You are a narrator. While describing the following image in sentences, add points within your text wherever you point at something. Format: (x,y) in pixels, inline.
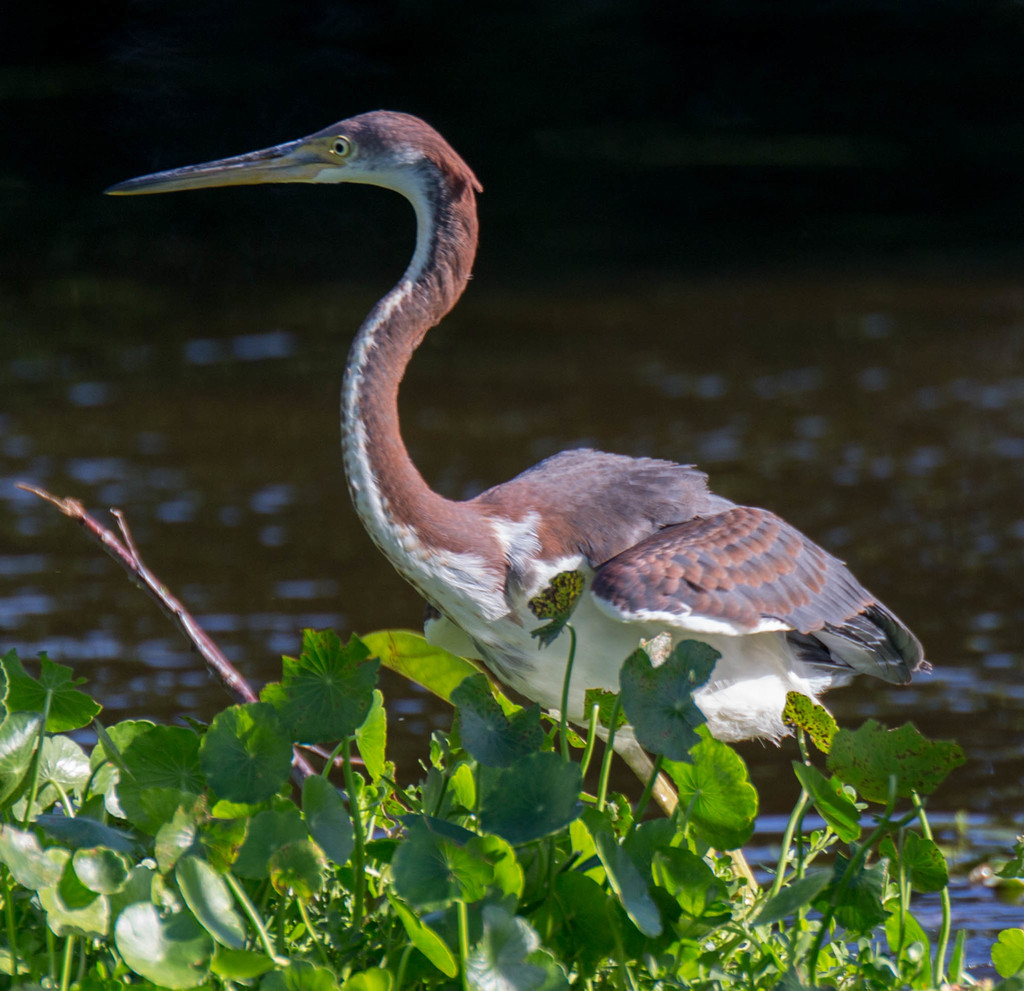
In this picture we can see a bird (743,859) and plants (377,930). In the background (977,651) we can see water (830,434).
